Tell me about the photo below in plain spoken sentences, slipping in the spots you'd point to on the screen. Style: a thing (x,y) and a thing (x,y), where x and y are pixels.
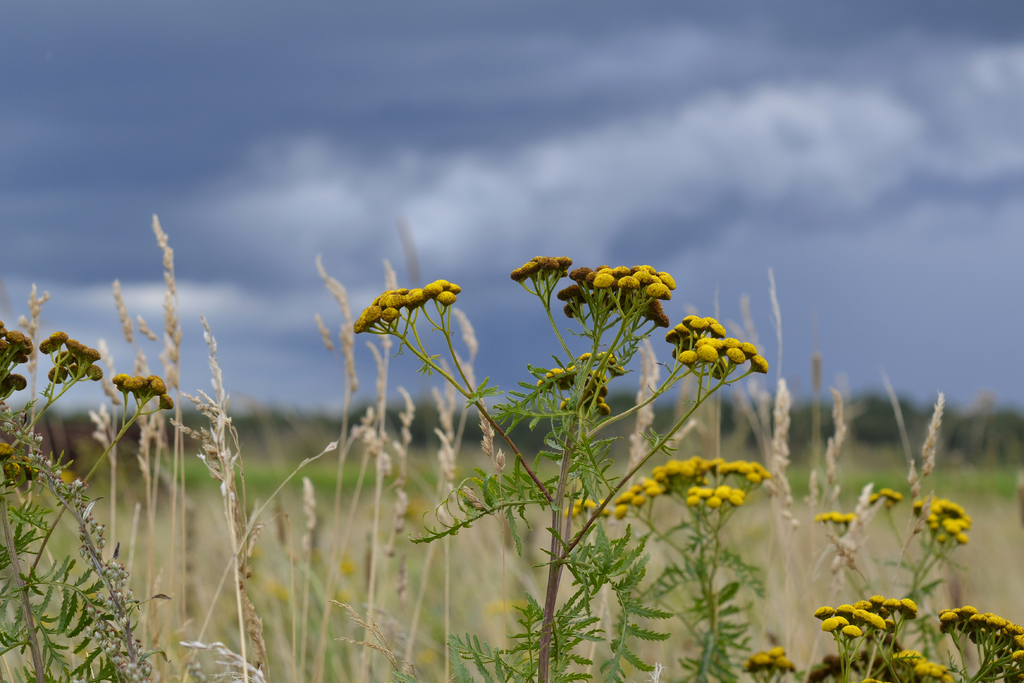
In this picture I can see few plants (499,482) in front (590,485) and I can see few yellow color flowers (626,276). In the background (350,115) I can see the cloudy sky (491,264).
